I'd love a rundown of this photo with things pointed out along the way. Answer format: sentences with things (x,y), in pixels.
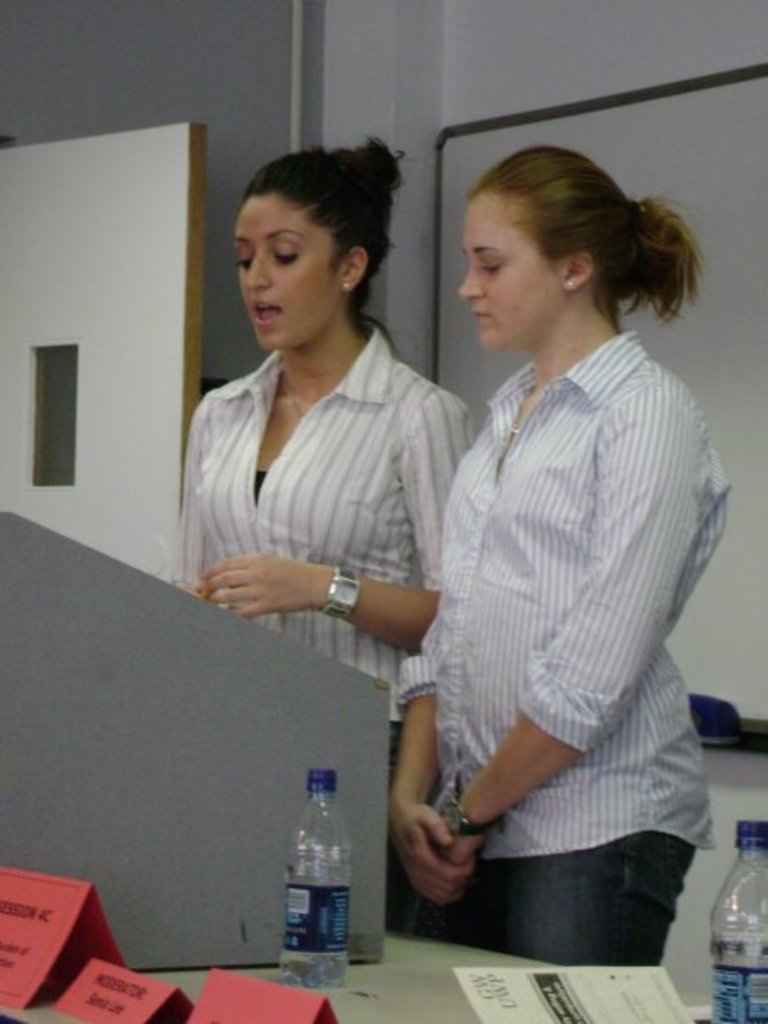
This is a image inside of the room (266,339). And there are the two persons (394,531) standing in front of the table (391,950). on the table (394,938) there is a bottle (332,924) and there is a paper (536,990) and a woman (364,538) wearing a white color shirt (336,506) and wearing a watch (339,577) on her hand (339,612), her mouth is open and on the left side (58,249) there is a door (60,256) visible and there is a wall (44,91), on the right side (741,951) there is a bottle (734,944).
